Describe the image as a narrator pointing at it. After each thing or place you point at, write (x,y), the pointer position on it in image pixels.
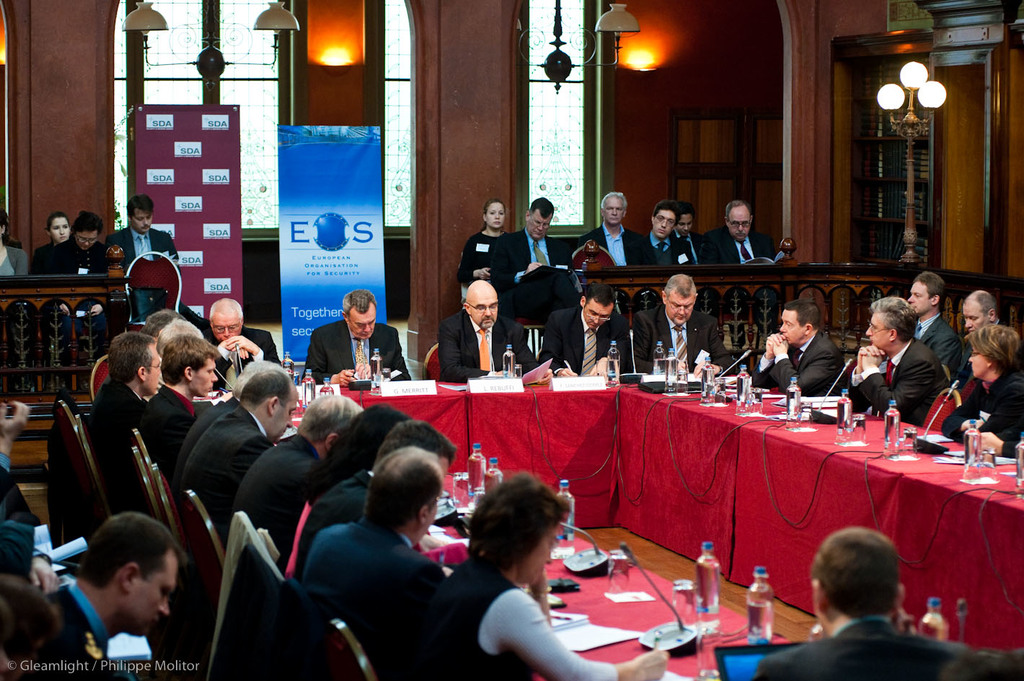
In the image we can see there are people (192,394) who are sitting on chair (352,666) and few people (73,248) are sitting at the back (506,241) and on the table (774,405) there are water bottles (744,385) and paper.
